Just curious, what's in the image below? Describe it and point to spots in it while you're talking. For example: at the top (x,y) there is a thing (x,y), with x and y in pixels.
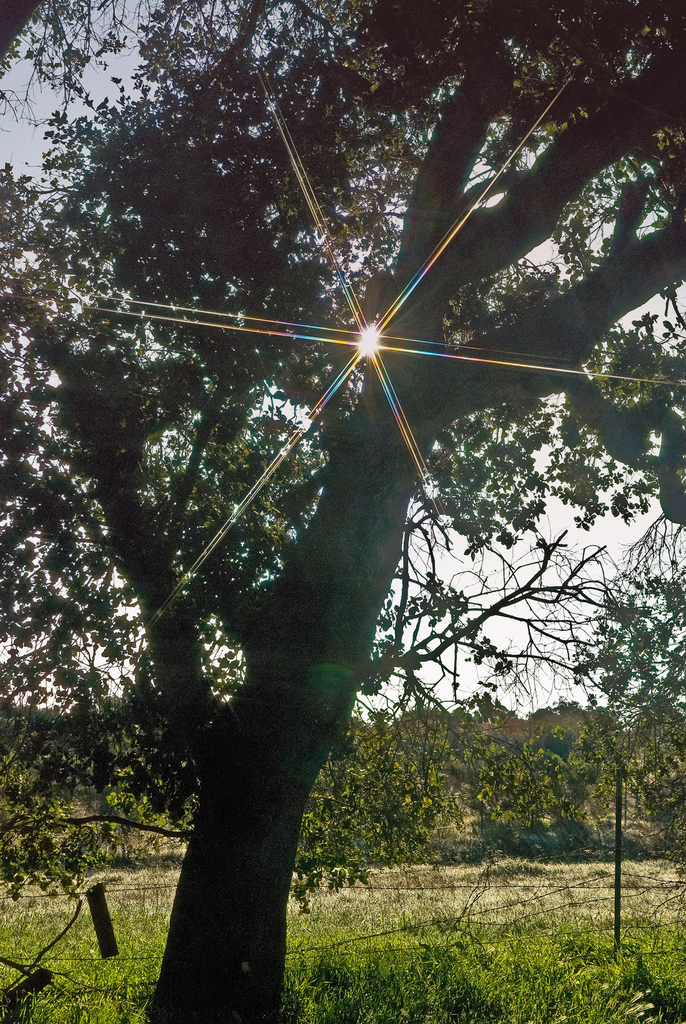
In this image I can see a fence (316,949), grass (366,920), trees (381,817), sunlight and the sky (502,699). This image is taken may be in a farm (489,899) during a day.
